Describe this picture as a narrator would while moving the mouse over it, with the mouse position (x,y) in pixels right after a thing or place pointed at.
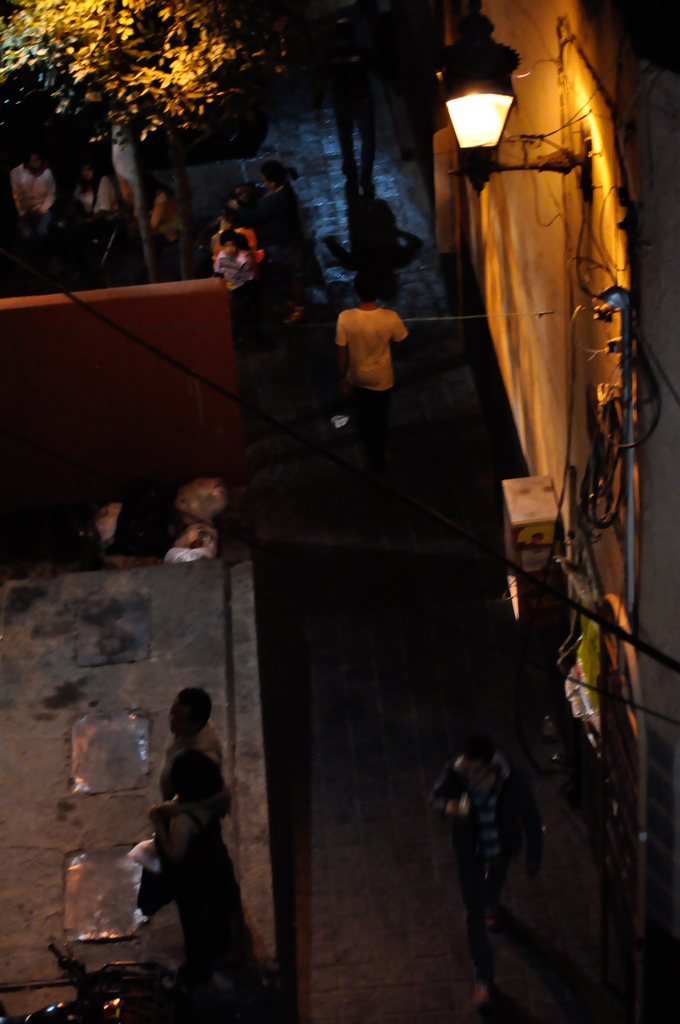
In the center of the image (358,392) we can see persons (458,813) walking on the road (322,711). On the right side of the image (659,674) we can see building (602,635) and light (490,103). On the left side of the image (202,948) we can see persons (195,841), wall (168,310), tree (73,70) and pole (133,187).
